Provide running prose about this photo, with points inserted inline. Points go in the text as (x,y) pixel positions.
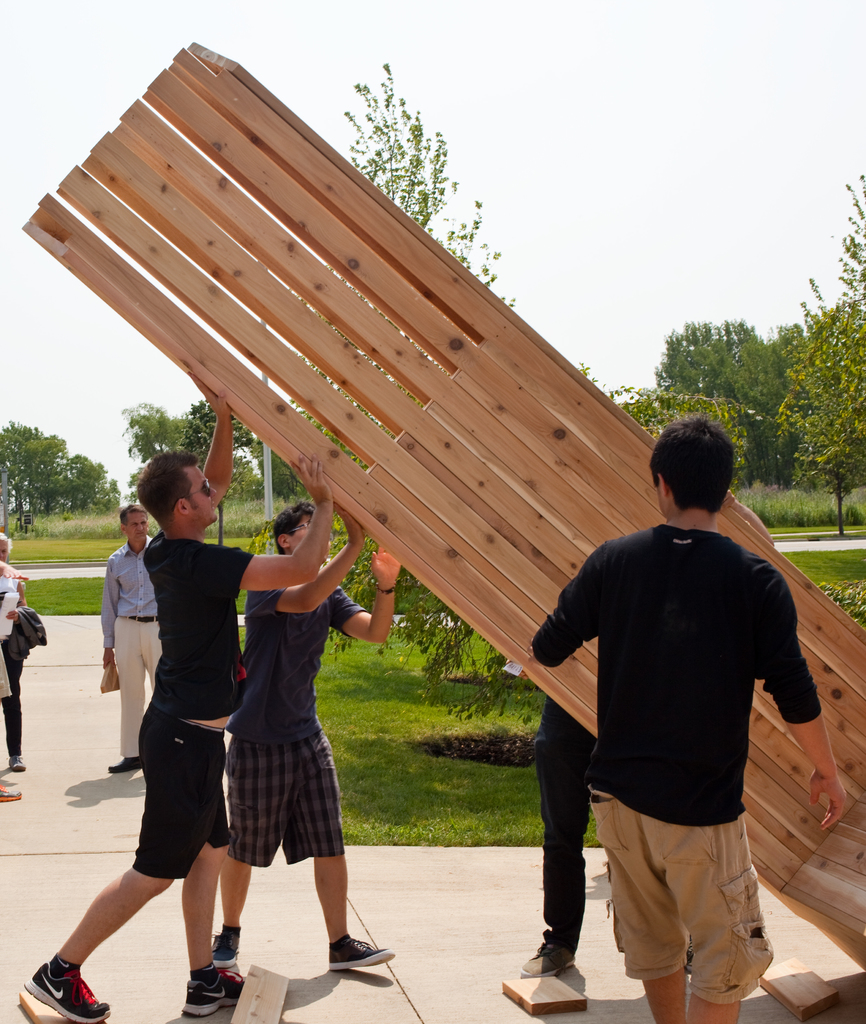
In this image we can see few persons (224,566) and among them few persons (704,728) are holding a wooden object (422,548). Behind the persons (636,630) we can see the grass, trees (61,492) and a pole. At the top (573,278) we can see the sky (467,254).
